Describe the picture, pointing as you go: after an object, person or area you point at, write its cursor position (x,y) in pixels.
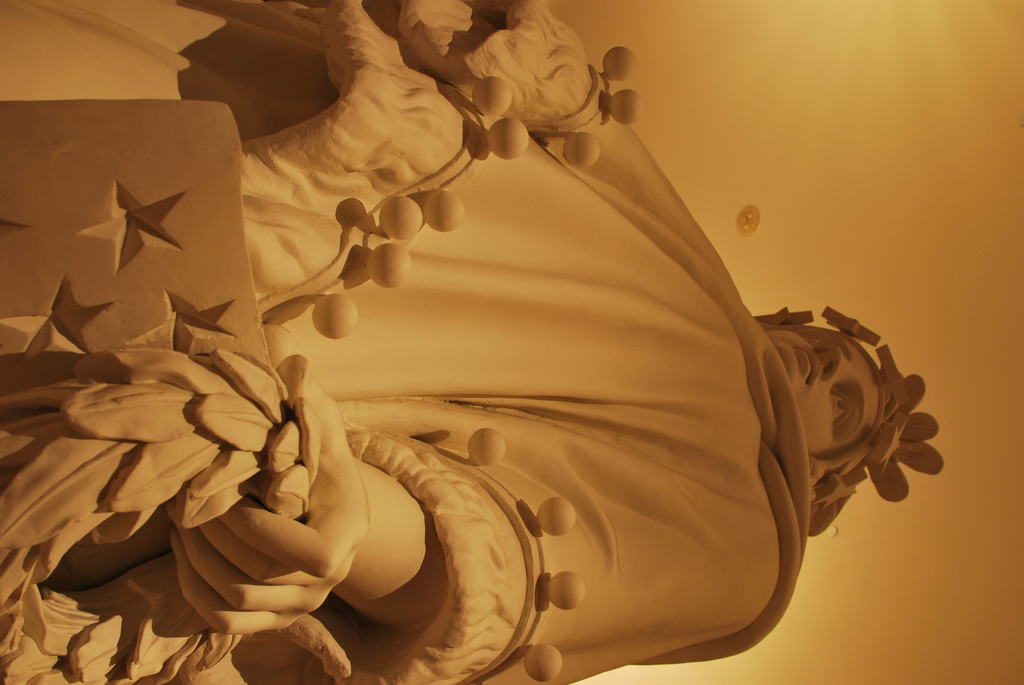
In this image, we can see a human statue (354,427) holding some objects (127,437).
